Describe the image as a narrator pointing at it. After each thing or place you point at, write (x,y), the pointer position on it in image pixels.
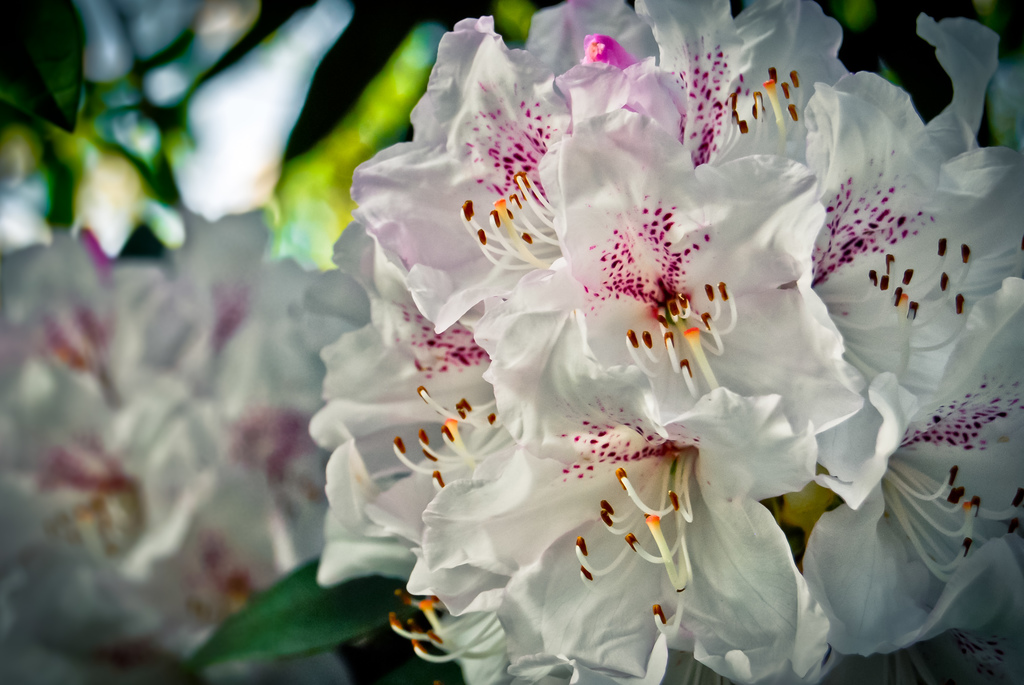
This image consists of flowers (387,496) which are in white color. In the background (280,79), it is green in color and it is blurred in the background (59,377).
